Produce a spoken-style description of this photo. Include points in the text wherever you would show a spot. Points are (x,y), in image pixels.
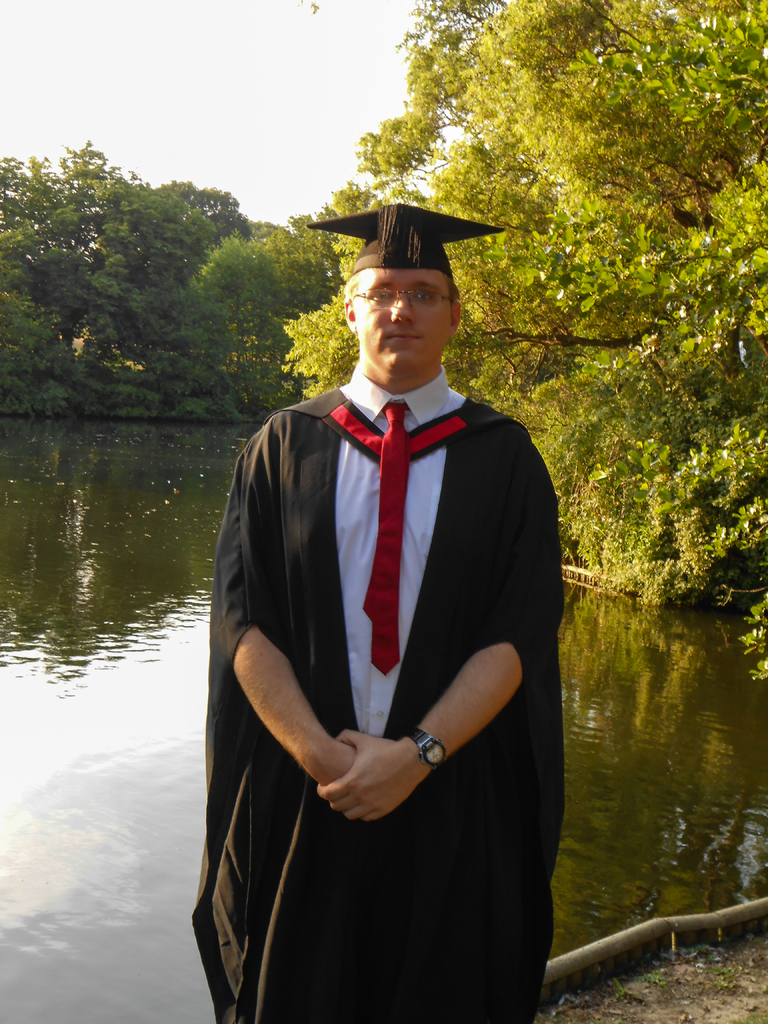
In this image, we can see a person (434,329) wearing spectacles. We can see the ground (766,1002). We can also see some water (580,763) with the reflection (227,433). There are a few trees (638,92). We can also see the sky (295,131).
